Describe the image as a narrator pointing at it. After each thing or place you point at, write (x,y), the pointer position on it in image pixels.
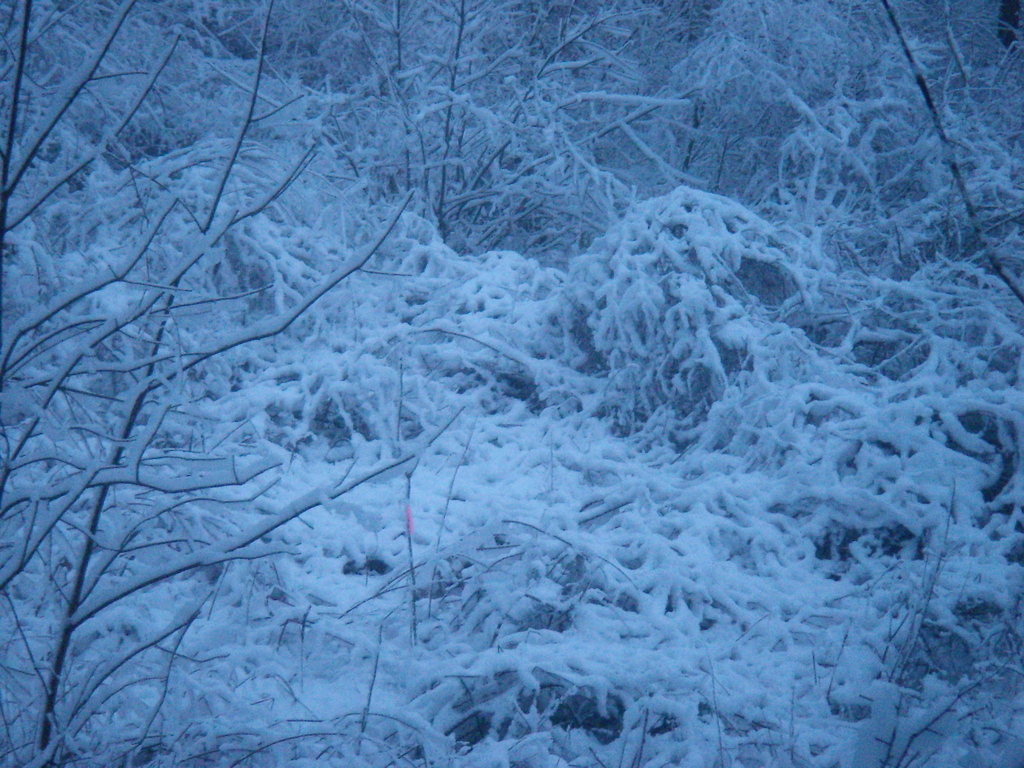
In this image we can see trees (163,325) covered by snow (703,406).
